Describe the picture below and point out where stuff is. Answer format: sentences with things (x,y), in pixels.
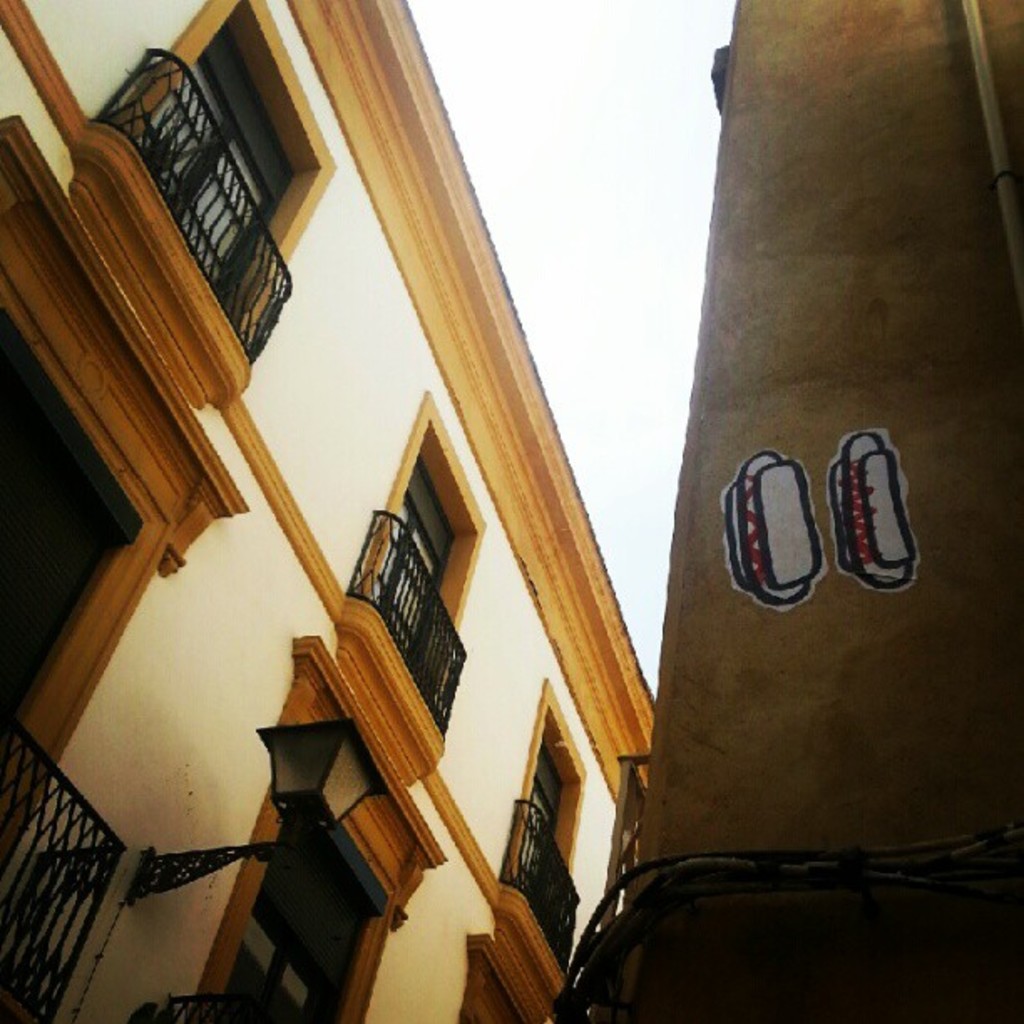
In this image we can see a building (263,644) with windows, the railing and a street lamp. On the right side (725,816) we can see a wall (683,847) with a pipe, some cables (686,855) and a picture (871,570) on it. We can also see the sky (576,258) which looks cloudy.
